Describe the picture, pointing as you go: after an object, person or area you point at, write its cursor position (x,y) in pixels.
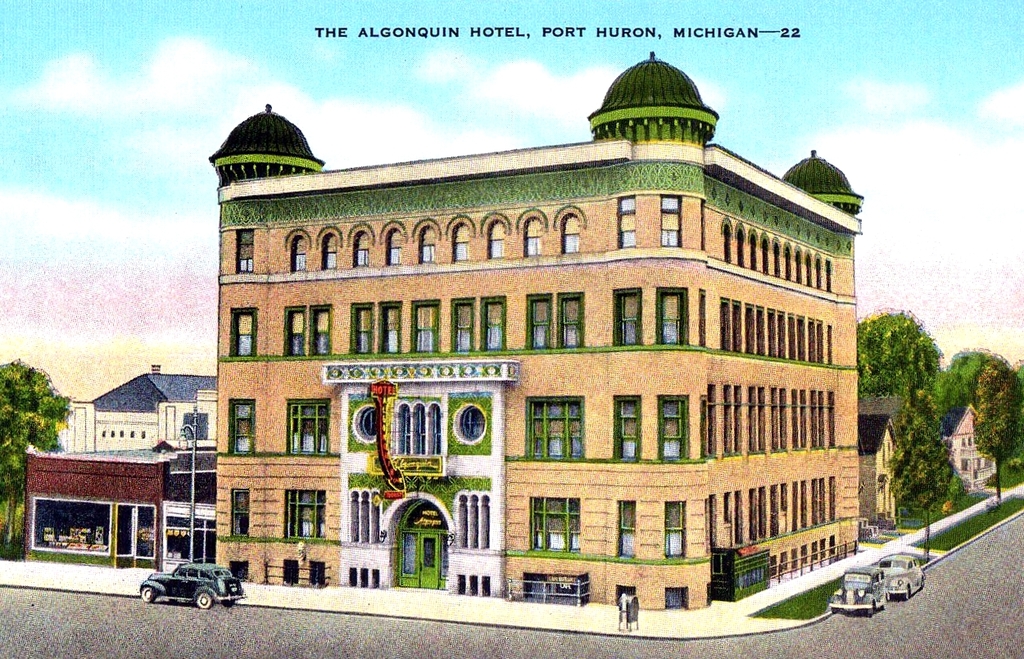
Here we can see an animated image, in this picture we can see a building (653,479), on the right side (940,479) there are trees (959,403), we can see three cars (915,564) here, there is the sky (434,130) at the top of the picture (429,84), there is some text (718,37) here.
